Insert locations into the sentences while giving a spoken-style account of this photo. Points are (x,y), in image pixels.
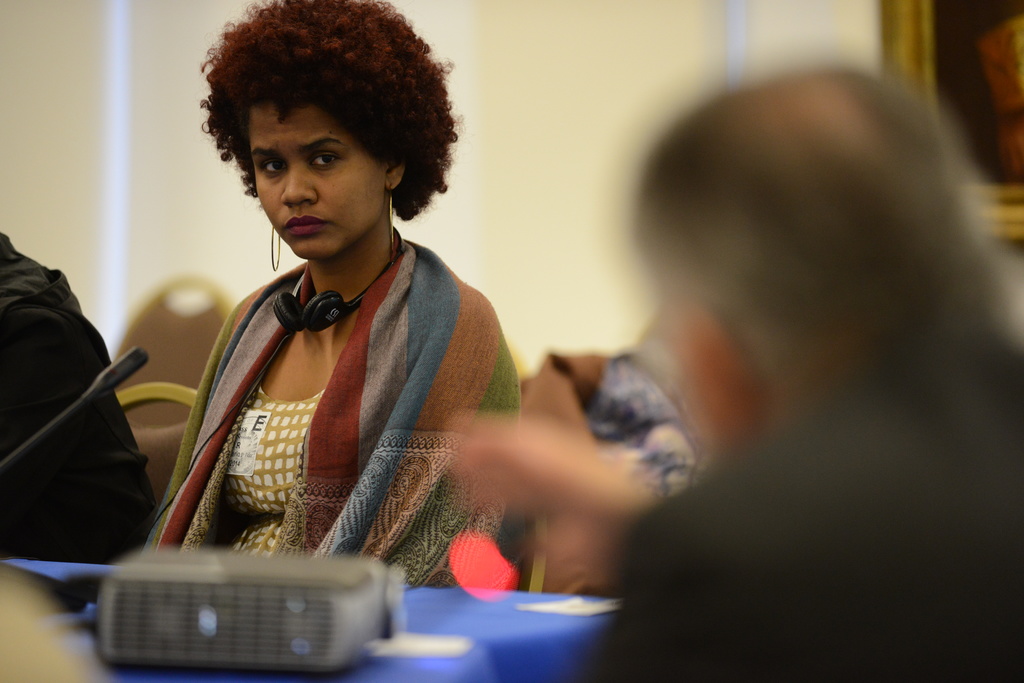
There are people (465,436), we can see microphone (134,356), device (114,643) and objects (465,653) on the table (484,619) and we can see chairs (182,394). In the background (968,28) we can see frame (932,30) on the wall (643,48).
